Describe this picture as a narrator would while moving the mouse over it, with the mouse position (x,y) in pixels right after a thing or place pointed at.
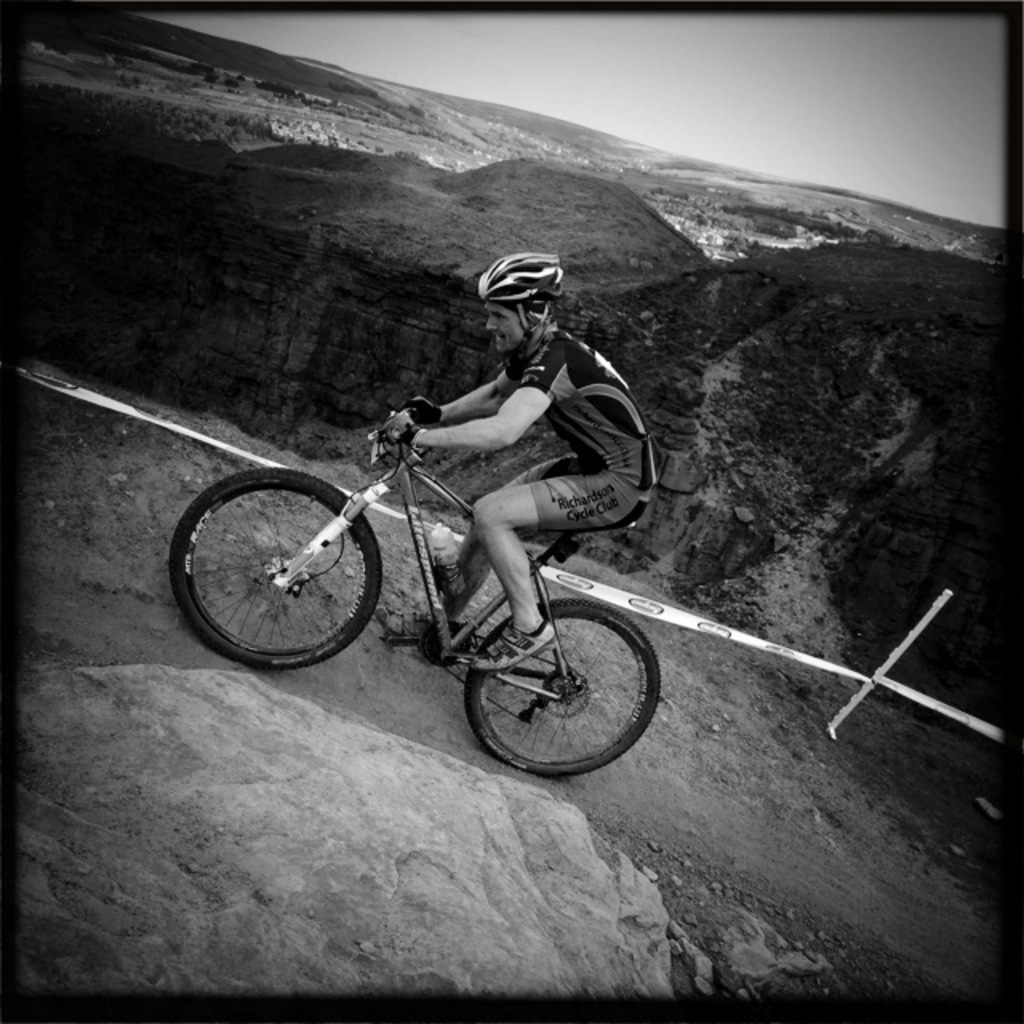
In this picture there is a man (596,357) who is wearing t-shirt (564,343), helmet (523,261), gloves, short (574,509) and shoe (511,636). He is riding a bicycle (349,528). Beside that I can see the rope (754,646). In the background (710,388) I can see the mountains (565,312). At the top (742,77) there is a sky (721,84). At the bottom (424,893) there are stones (397,931).
